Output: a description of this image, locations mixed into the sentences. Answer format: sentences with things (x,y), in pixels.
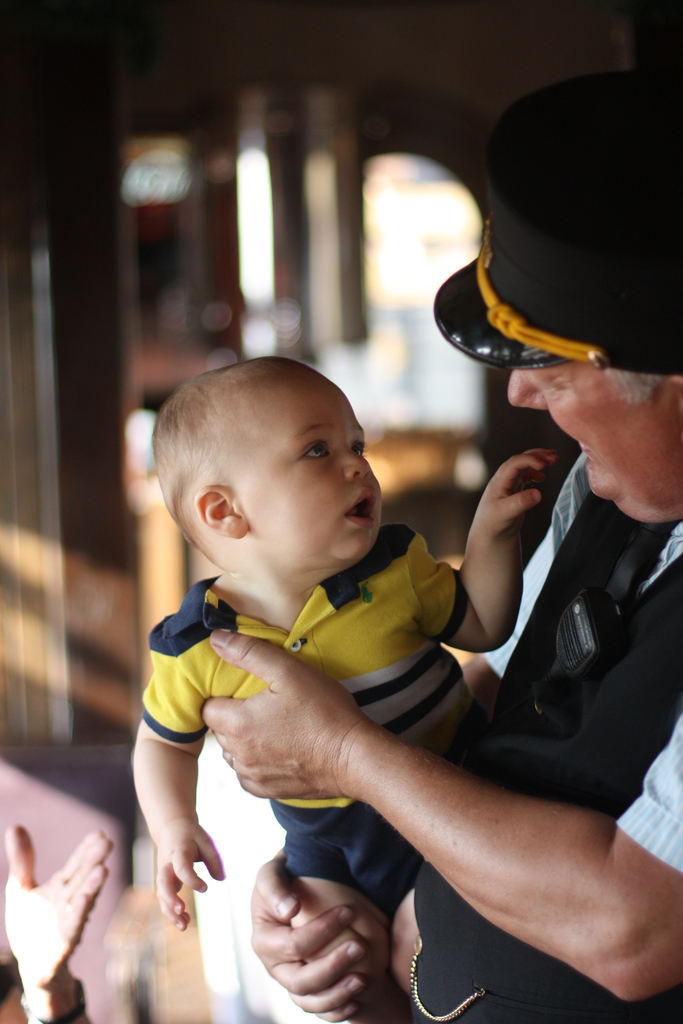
In this picture we can observe a person (571,484) wearing black color vest (520,693) and a cap (556,266) on his head (598,448). He is holding a baby (311,454) in his hands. The baby (404,706) is wearing yellow color T shirt (324,667). We can observe a hand (44,892) on the left side (48,925). The background (219,163) is completely blurred.
